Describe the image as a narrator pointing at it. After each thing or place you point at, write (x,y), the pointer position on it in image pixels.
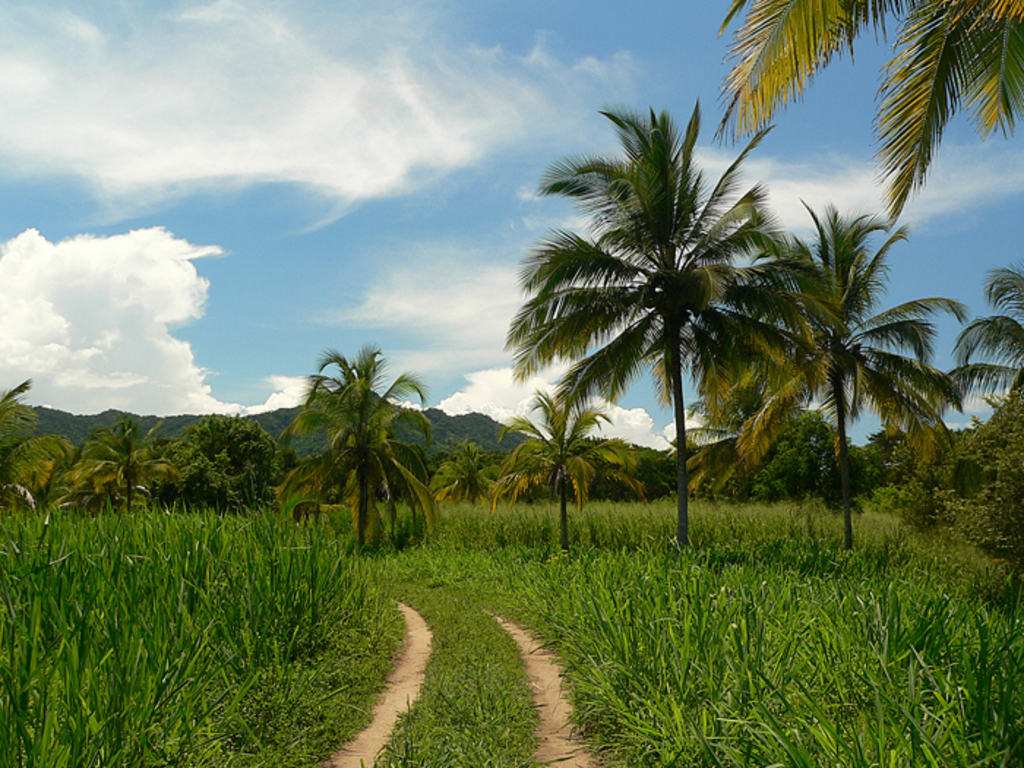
In this image, we can see trees (723,416) and hills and at the bottom (455,593), there is grass (483,538) and at the top (305,200), there are clouds (134,240) in the sky (248,269).
